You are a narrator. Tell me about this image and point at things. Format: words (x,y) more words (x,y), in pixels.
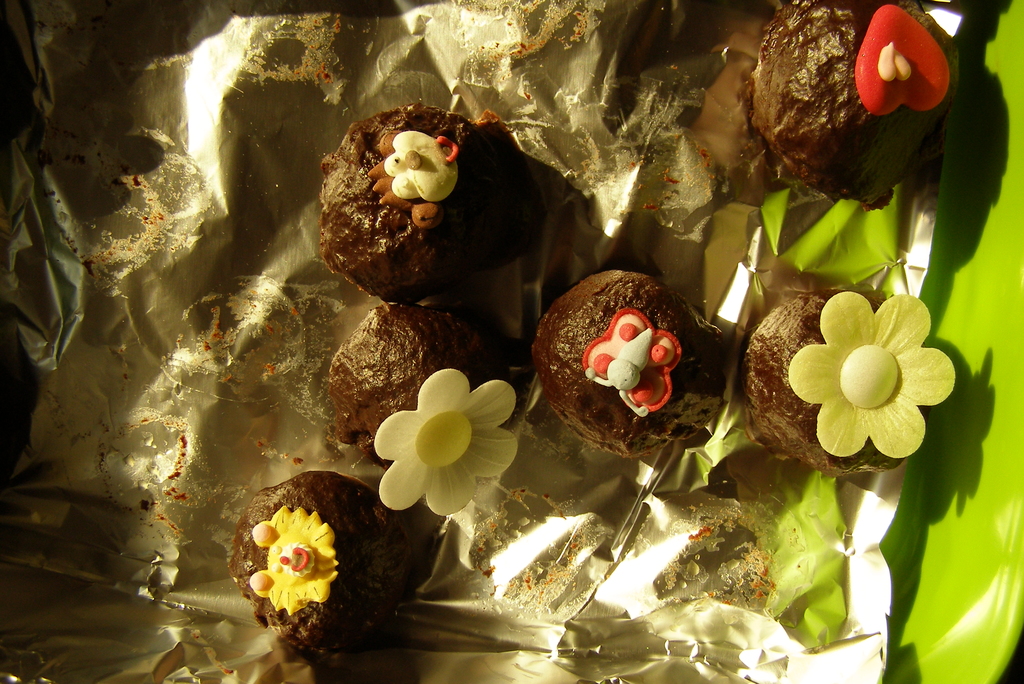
In this image there is a food item (430,378) kept on aluminium paper (184,302) as we can see in middle of this image (605,255).
